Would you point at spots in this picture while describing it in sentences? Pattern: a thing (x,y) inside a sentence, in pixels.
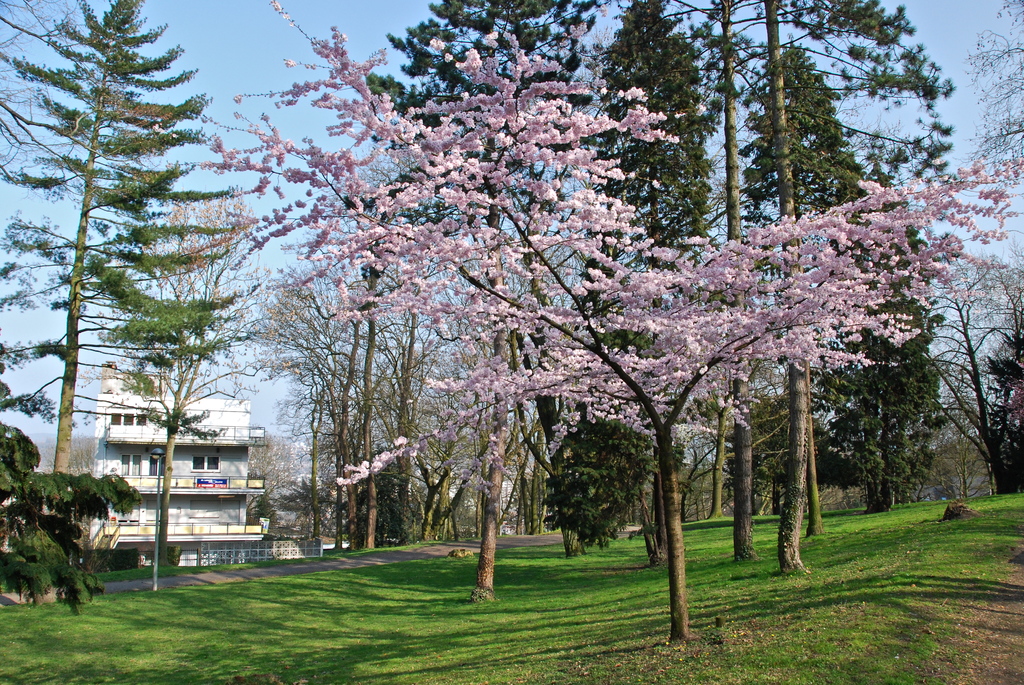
In this picture we can see grass (343,582), flowers (554,198) and trees (198,200), in the background (239,533) we can see a building (240,511).
